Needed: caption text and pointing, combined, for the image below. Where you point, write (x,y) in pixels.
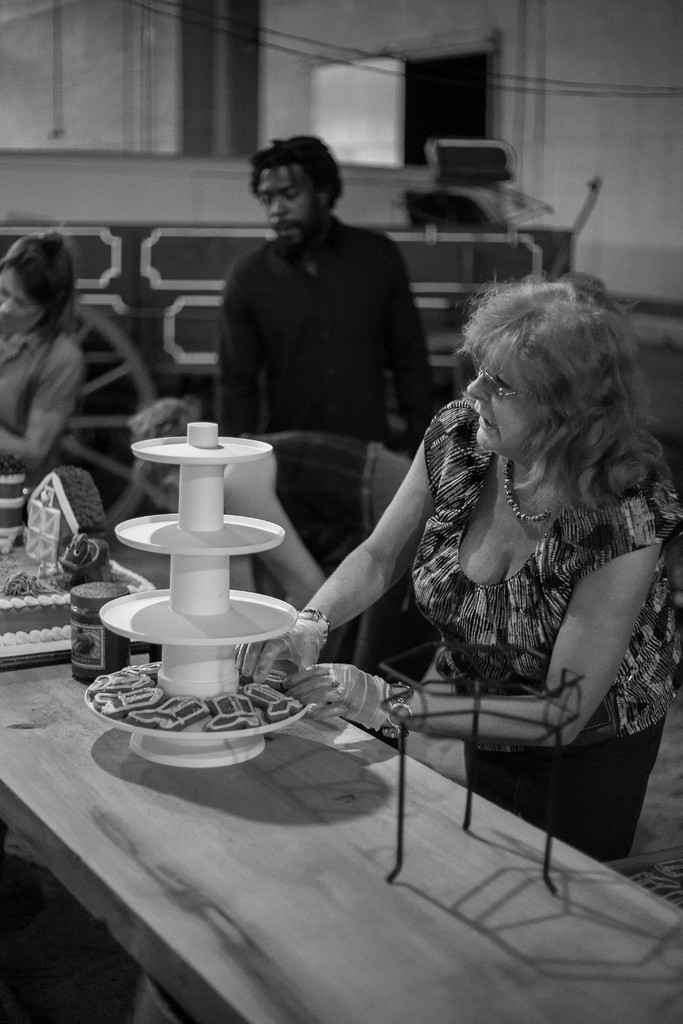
A black and white picture. This persons (396,724) are standing. In-front of this person (561,577) there is a table (31,686), on a table (219,819) there is a cake (54,561), jar (78,600) and cookies (161,709).
